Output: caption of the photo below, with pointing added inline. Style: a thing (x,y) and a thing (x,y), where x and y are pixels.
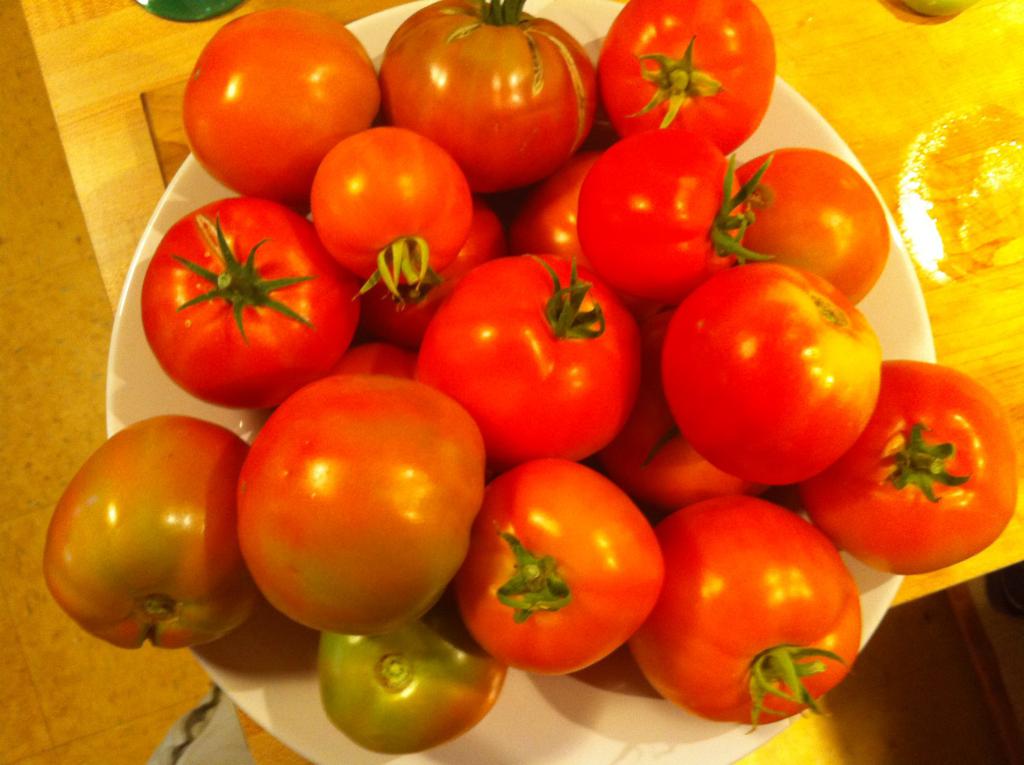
In this image, there are some tomatoes (826,351) in the bowl (559,729).
